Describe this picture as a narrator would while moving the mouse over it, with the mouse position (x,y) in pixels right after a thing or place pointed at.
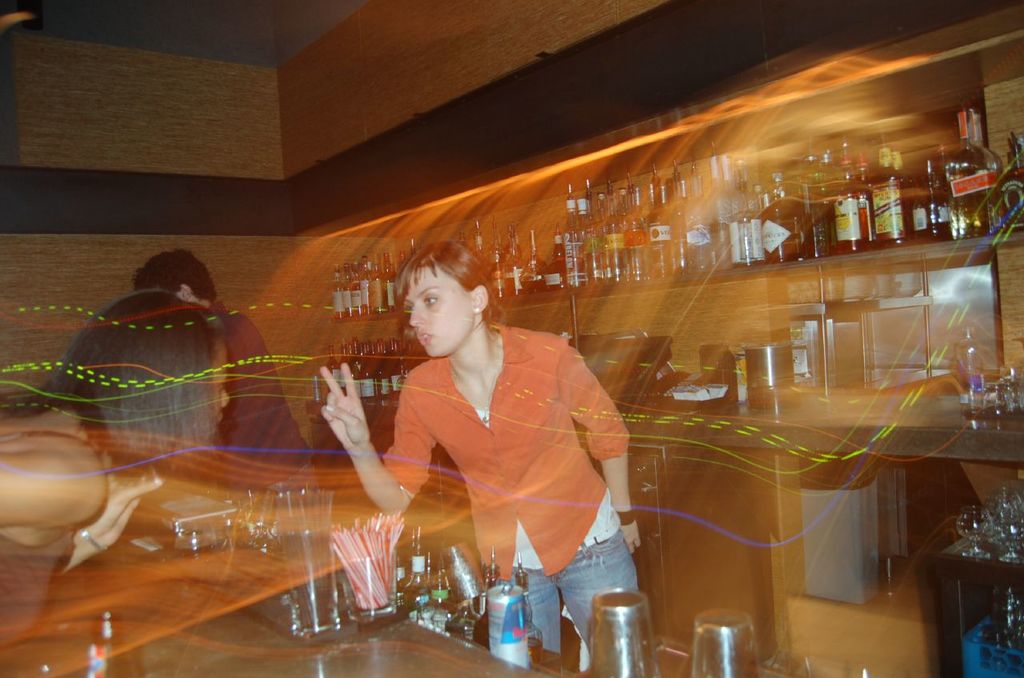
There are some persons (254,441) standing in the middle of this image (435,398). There are some bottles (783,239) kept in a shelf (398,378) as we can see on the right side of this image (716,234), and there are some glasses (463,577) and some objects (387,552) kept on a table (215,590) at the bottom of this image (314,557).
